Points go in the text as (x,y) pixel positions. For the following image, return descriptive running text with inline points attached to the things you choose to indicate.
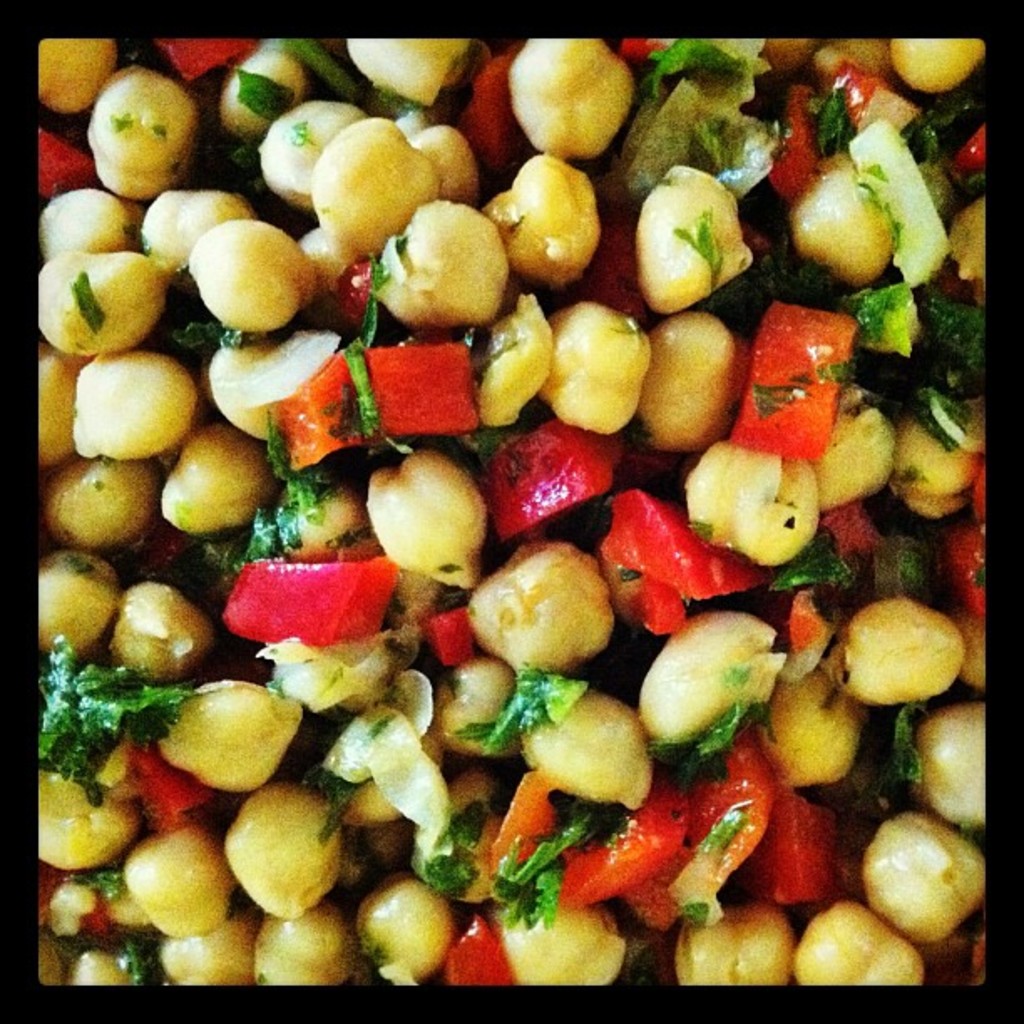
In this picture, we see the chickpeas (268,407), red bell peppers (415,416) and coriander leaves (737,679). This might be the chickpea salad (742,626).
